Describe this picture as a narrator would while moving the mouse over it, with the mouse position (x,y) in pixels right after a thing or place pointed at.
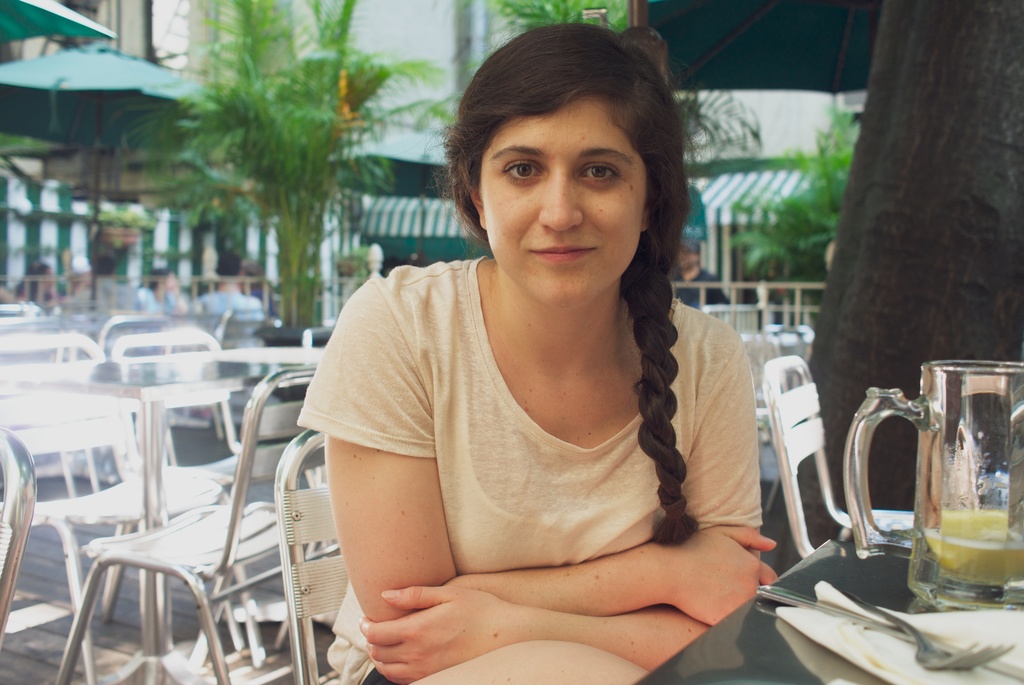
The woman (522,394) is sitting in a chair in front of a table (879,600) which has glass (958,500), fork (902,624), tissue (981,629) on it and there are some empty chairs (175,356) left in the background (206,350).
